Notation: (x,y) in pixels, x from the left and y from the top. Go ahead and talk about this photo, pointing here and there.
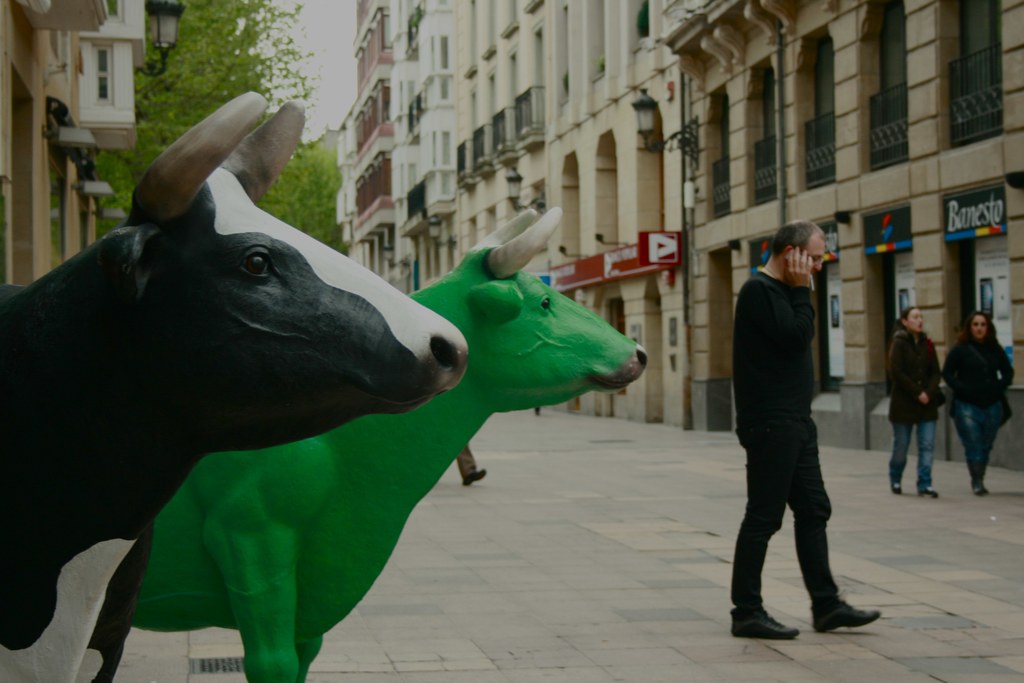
In this image we can see the depiction of animals (260,338). We can also see the buildings (361,106), trees (263,115) and also lights (162,44). There are people (803,424) walking on the path (933,538). Sky (350,41) is also visible.
